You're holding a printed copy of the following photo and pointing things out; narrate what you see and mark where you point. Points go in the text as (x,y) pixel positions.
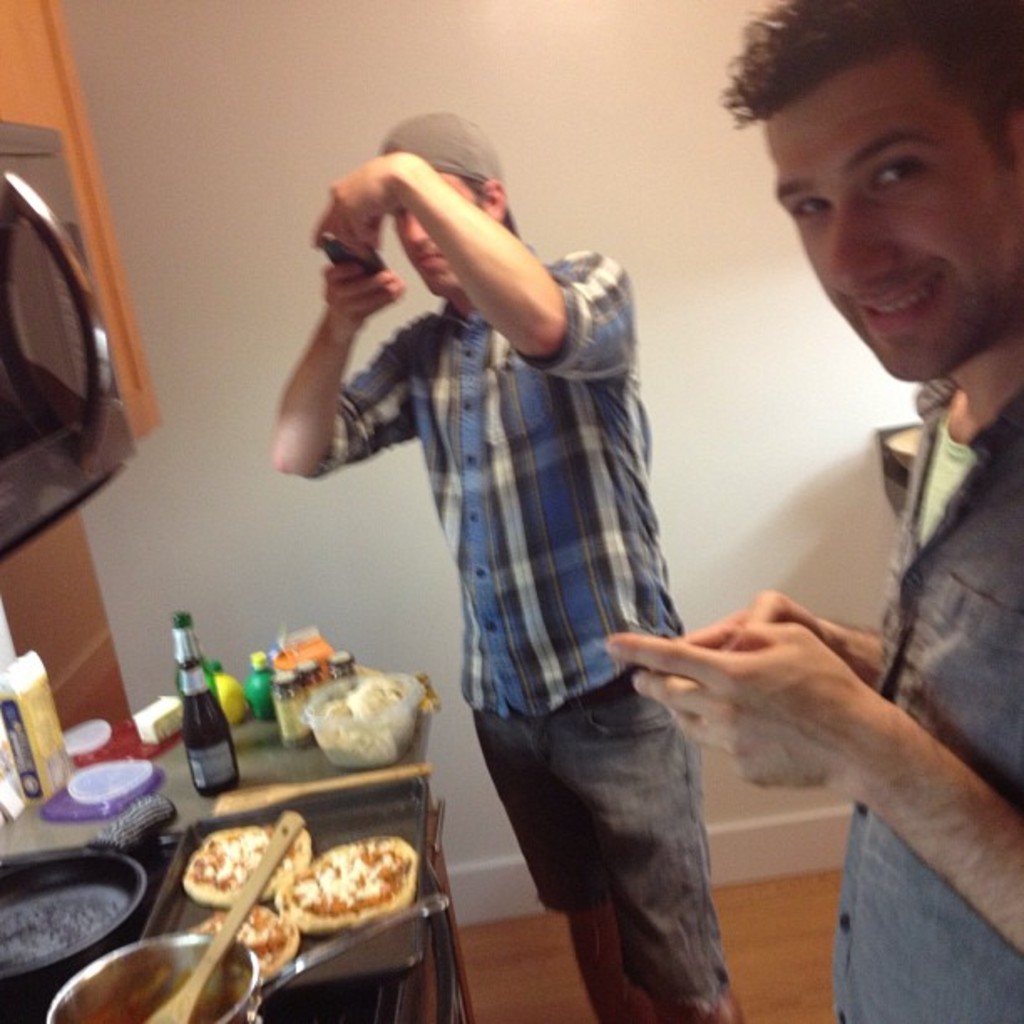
In the image there are two men (500,604) standing and they are holding something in their hands (784,676). In front of them there is a vessel (233,971), pan (99,923) with food items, bottles (331,671) and some other items (177,714) on it. On the left side of the image (111,347) there is an oven (39,389) and a cupboard (14,62). In the background (165,256) there is a wall (230,312).
